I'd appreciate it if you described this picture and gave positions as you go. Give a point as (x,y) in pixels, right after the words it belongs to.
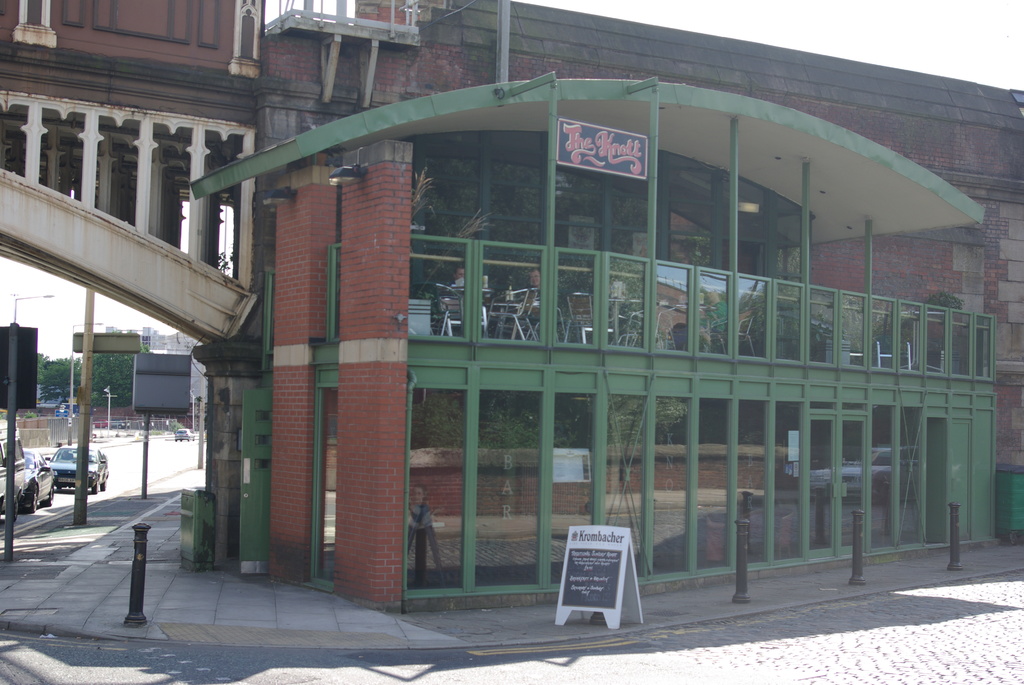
In this image, we can see a building (635,275). There is a board (622,597) at the bottom of the image (570,573). There are cars (38,452) and poles (90,384) on the left side of the image (14,461).
